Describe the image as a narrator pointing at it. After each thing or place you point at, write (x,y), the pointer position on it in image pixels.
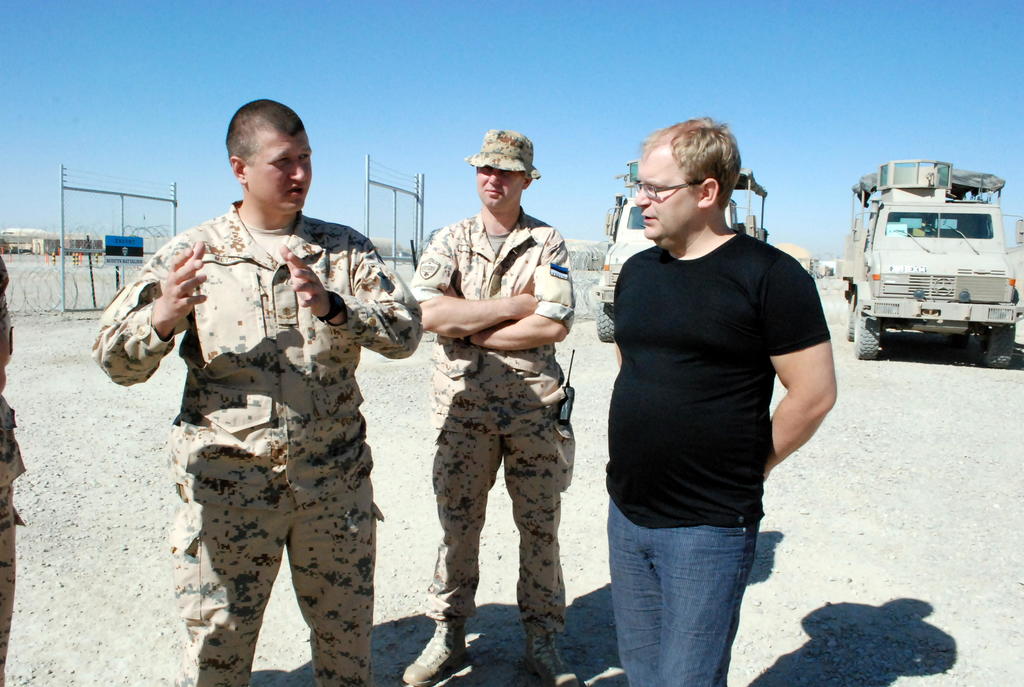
In this image I can see two men (328,348) wearing uniforms (288,377) are standing and another person (636,384) wearing black t shirt (667,439) and blue jeans (640,613) is standing on the ground (595,540). In the background (63,290) I can see the fencing (94,294), few vehicles (907,282), few buildings (53,246) and the sky (410,100).
